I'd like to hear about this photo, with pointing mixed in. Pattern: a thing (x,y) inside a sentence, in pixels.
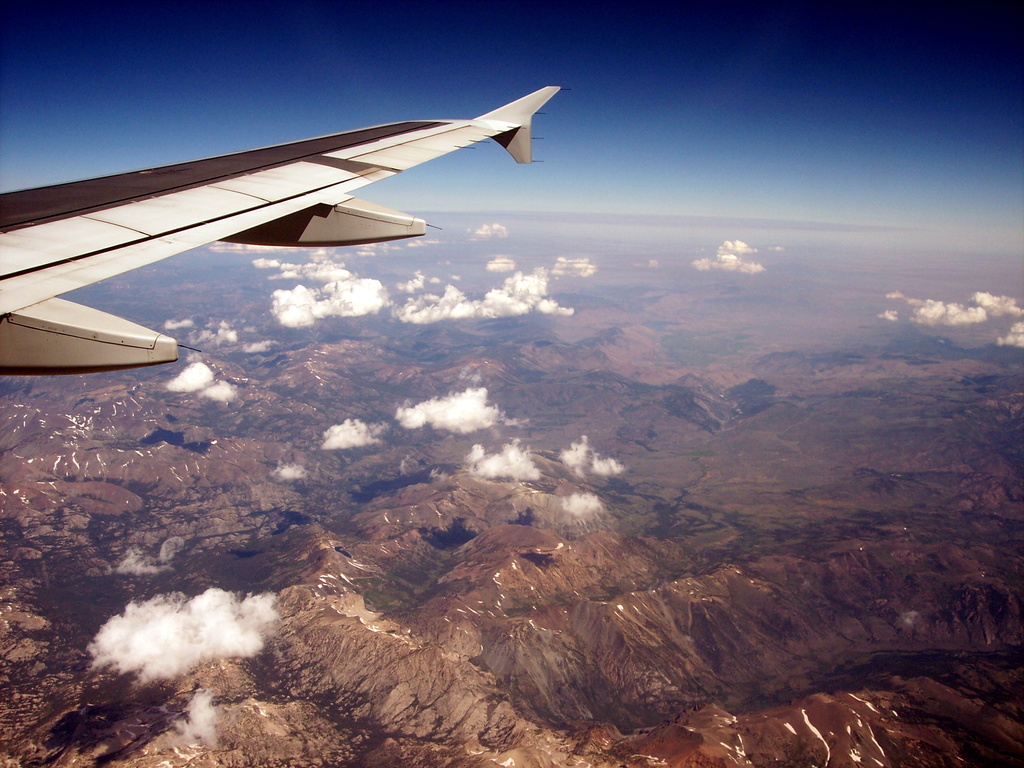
This picture is clicked outside the city. On the left corner (177,223) we can see the wing (383,212) of an airplane (377,167). In the foreground (328,677) we can see the rocks (462,568) and the clouds (211,635). In the background (912,69) there is a sky (772,111).
